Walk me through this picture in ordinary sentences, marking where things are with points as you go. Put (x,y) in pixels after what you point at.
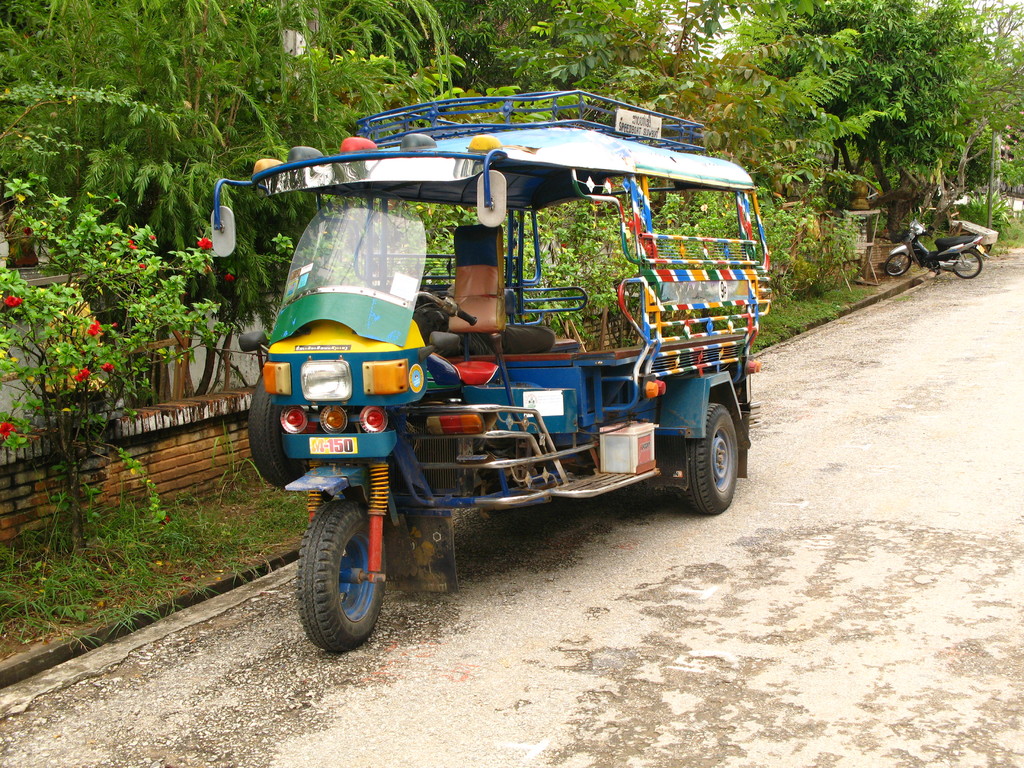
In this image we can see a colorful auto rickshaw (471,451), beside it there are plants (146,326), railings (158,488) and trees (998,56), behind it there is a bike (938,271).
